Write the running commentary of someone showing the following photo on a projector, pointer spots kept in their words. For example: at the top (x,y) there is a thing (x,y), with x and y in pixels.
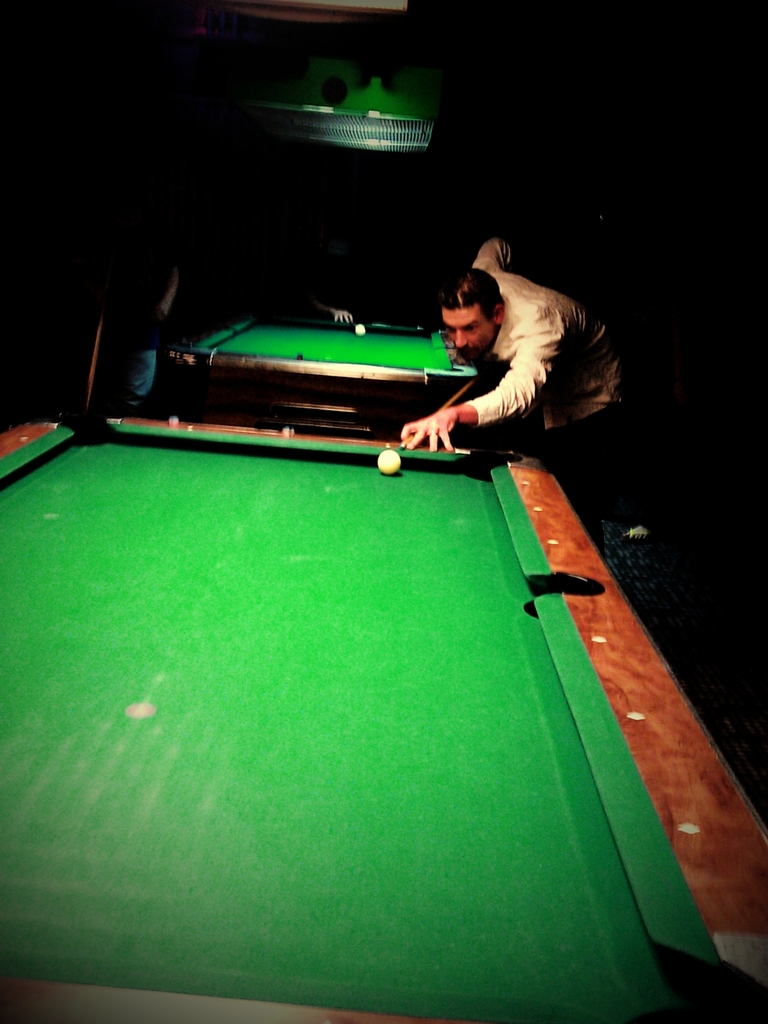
In this picture person (446,329) at right side (562,312) is playing billiard on board (274,577). Backside there are two persons (137,400) and a billiard board (337,395).
